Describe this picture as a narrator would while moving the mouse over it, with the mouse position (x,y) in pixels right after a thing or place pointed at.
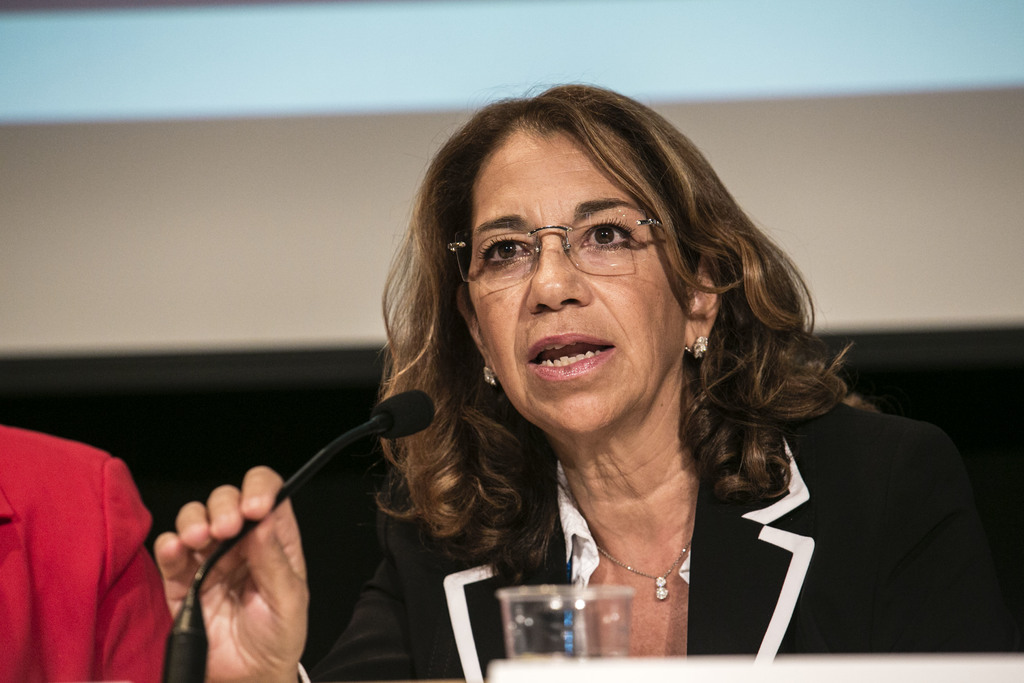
As we can see in the image, there is a woman (583,360) speaking on mike (428,406) and wearing spectacles (606,243). In front of the women (677,622) there is a glass (589,625).
